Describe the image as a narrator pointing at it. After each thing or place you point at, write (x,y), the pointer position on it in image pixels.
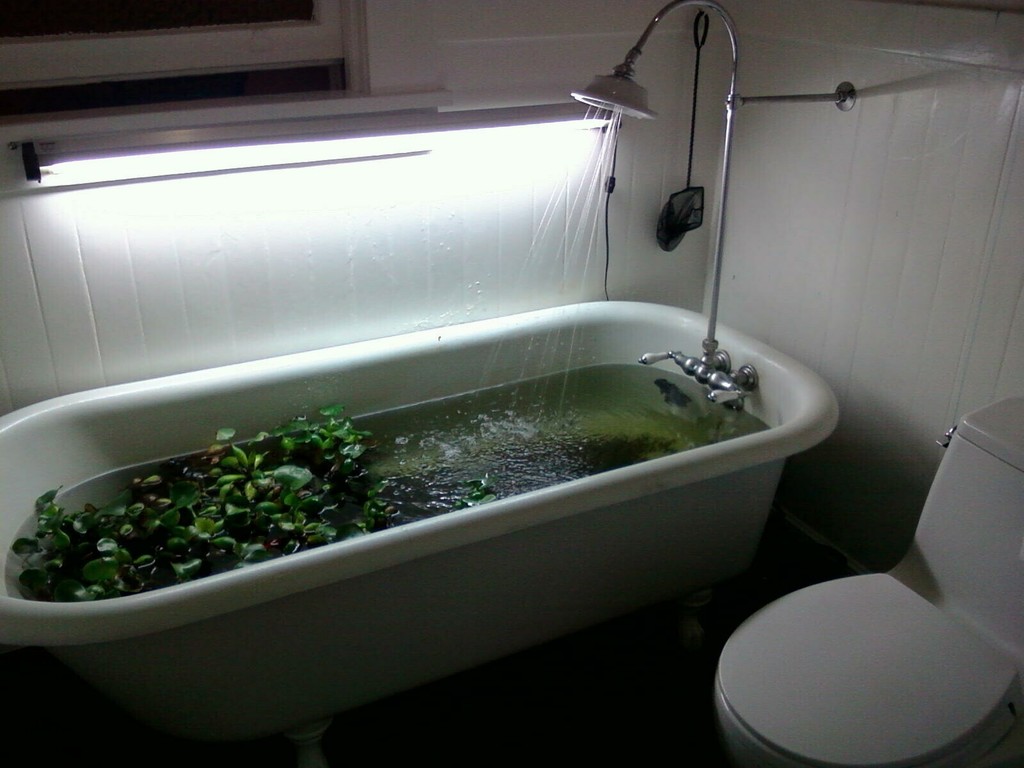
In the image we can see bathtub (572,535), in it there are leaves (233,521) and water (564,425). Here we can see shower (621,85), light (385,117) and western toilet (891,663).
